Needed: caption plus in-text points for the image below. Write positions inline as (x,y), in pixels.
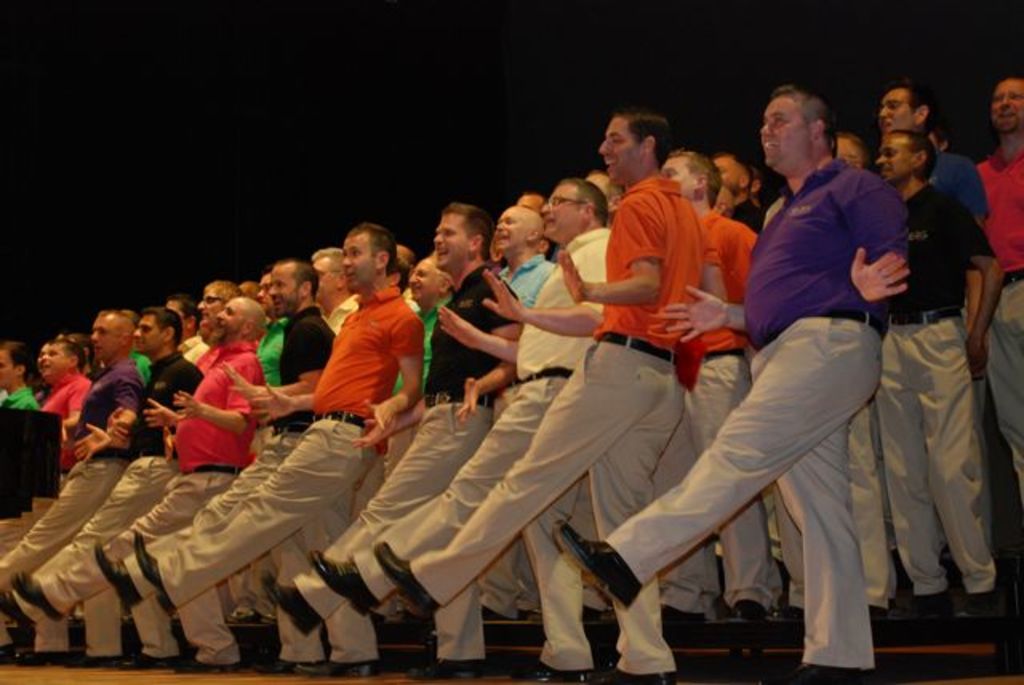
In this picture I can see many peoples (257,331) were dancing. Behind them I can see many people (767,202) were standing in the lines. At the top (440,50) I can see the darkness (420,82). On the left (41,428) there is a black object (11,428).
